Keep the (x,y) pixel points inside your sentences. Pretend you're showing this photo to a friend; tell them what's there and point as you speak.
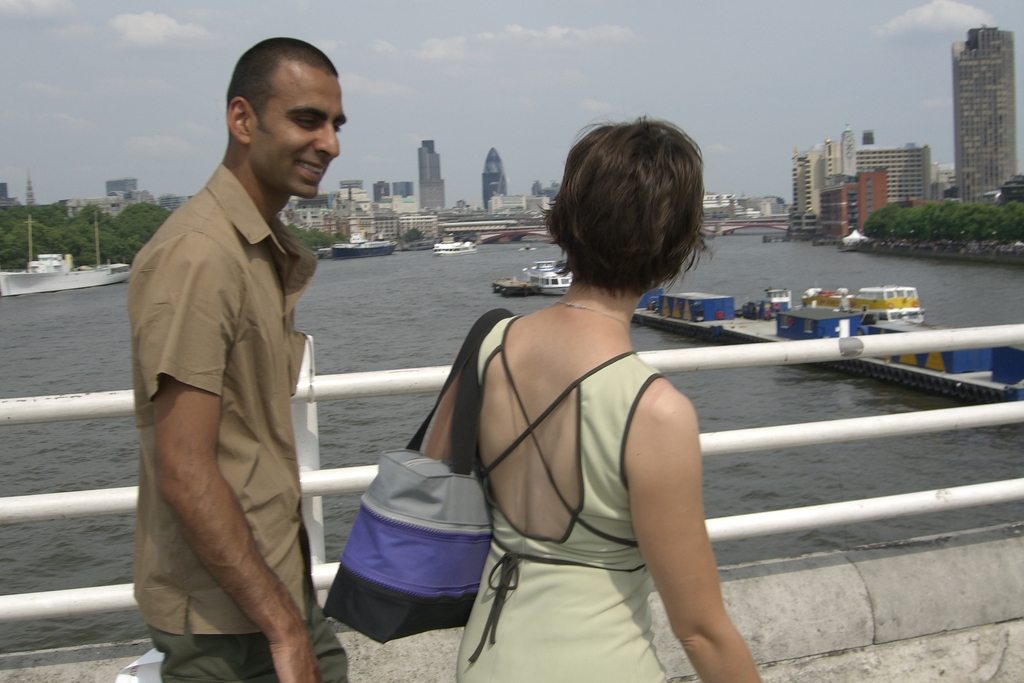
In this image I can see two people (562,431) walking on a bridge (302,418), a man (288,418) and a woman (487,451). The woman (581,383) is facing towards the back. I can see a river (474,275), boats (524,268), a boat ramp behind them. I can see buildings (95,200), trees (960,224), poles (97,220) in the center of the image (427,228), at the top of the image (671,71) I can see the sky (448,78).
